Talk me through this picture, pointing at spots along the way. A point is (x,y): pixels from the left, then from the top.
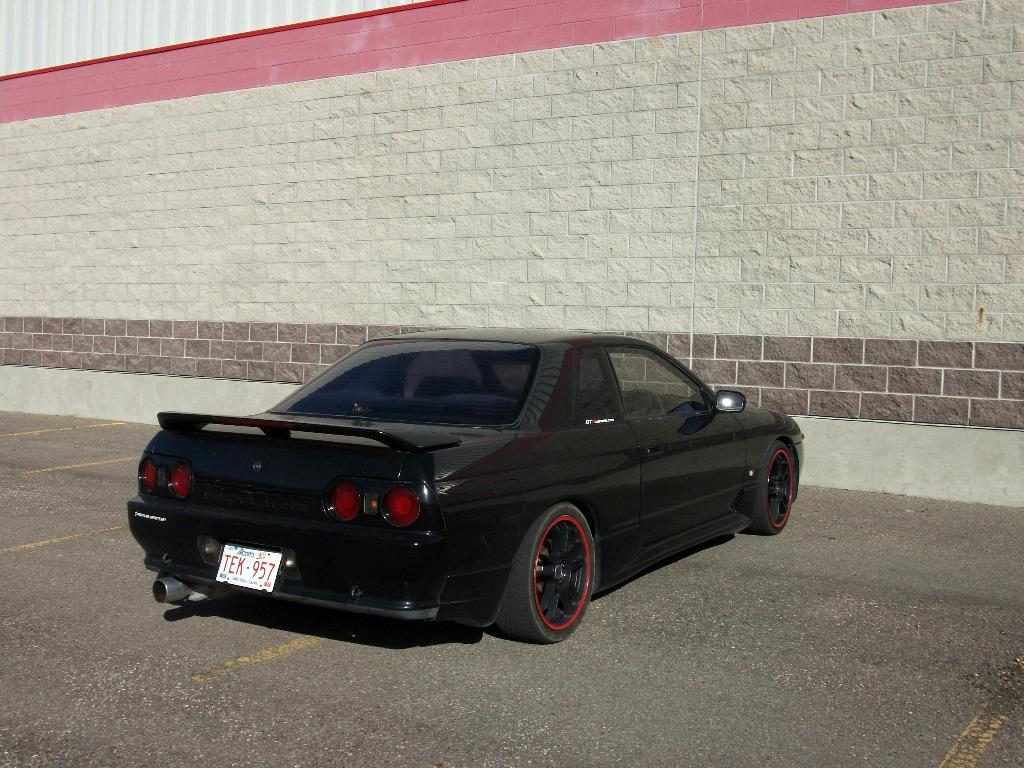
In the foreground of this image (510,566), we see a car (561,483) parked on ground (751,582) and in the background (675,185), we see a wall (577,165).
